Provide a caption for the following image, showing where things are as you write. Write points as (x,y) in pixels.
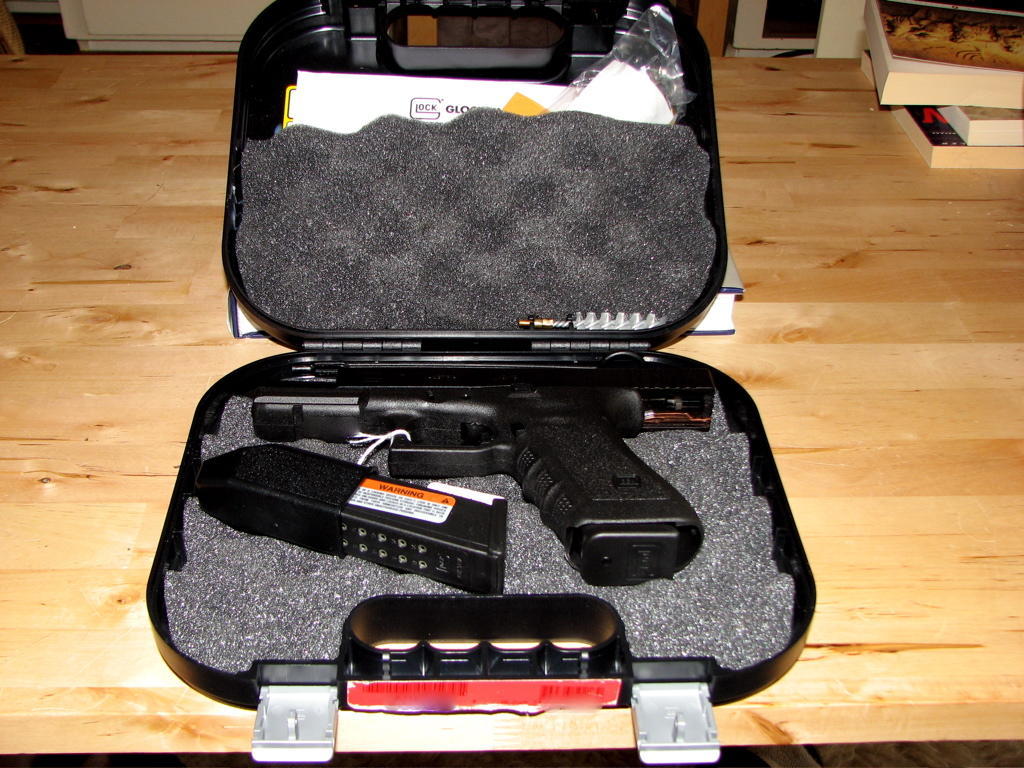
The bottom of the image (929,688) there is a table (97,723), On the table (812,313) there is a suitcase (695,120). In the suitcase (354,237) there is a gun (441,390). Top right side of the image (938,159) there are some books (979,8).
